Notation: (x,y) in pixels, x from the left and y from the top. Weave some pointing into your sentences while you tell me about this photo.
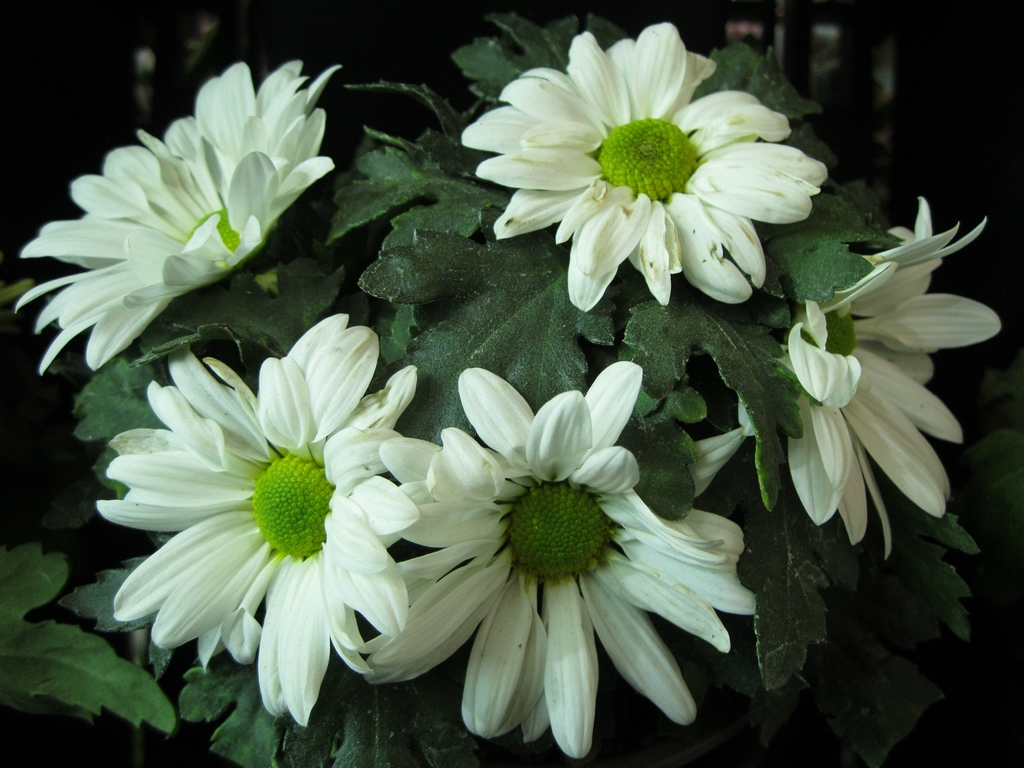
In the image there is a white chrysanthemum plant (592,486).
